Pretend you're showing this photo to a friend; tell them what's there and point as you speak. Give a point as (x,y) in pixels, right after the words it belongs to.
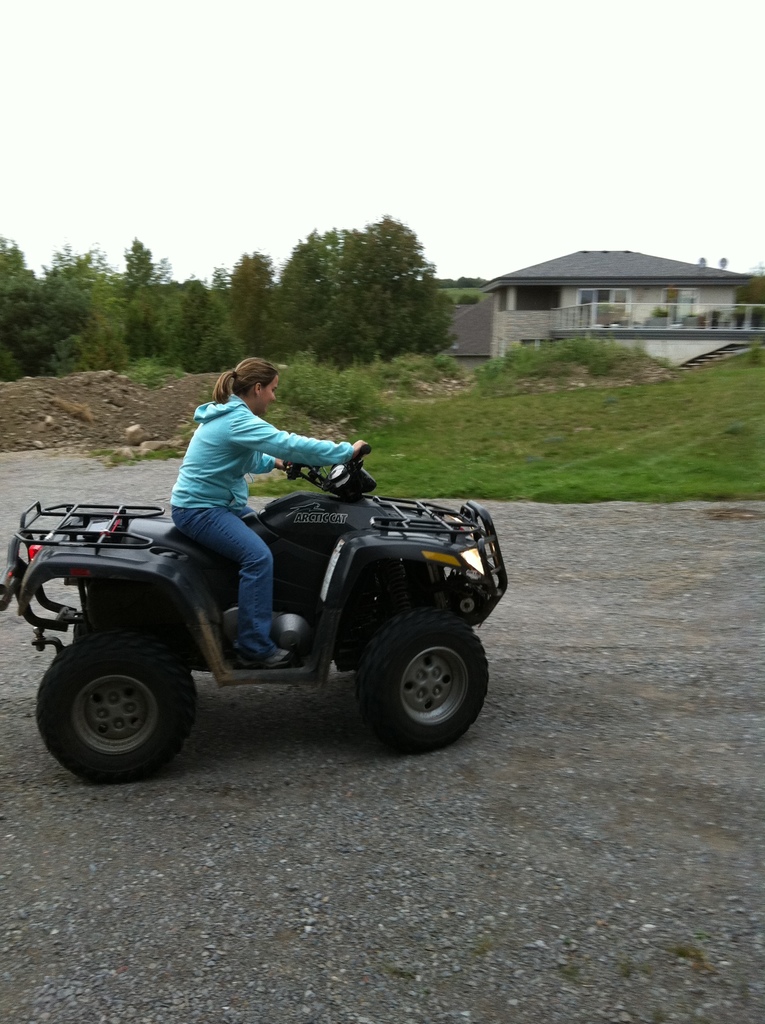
In the image we can see a woman (203,530) wearing clothes (179,517) and the woman (189,528) is sitting on the vehicle (307,656). Here we can see the road (623,752), grass (582,451), trees (257,306) and the sky (418,118). We can even see the house (579,312).
